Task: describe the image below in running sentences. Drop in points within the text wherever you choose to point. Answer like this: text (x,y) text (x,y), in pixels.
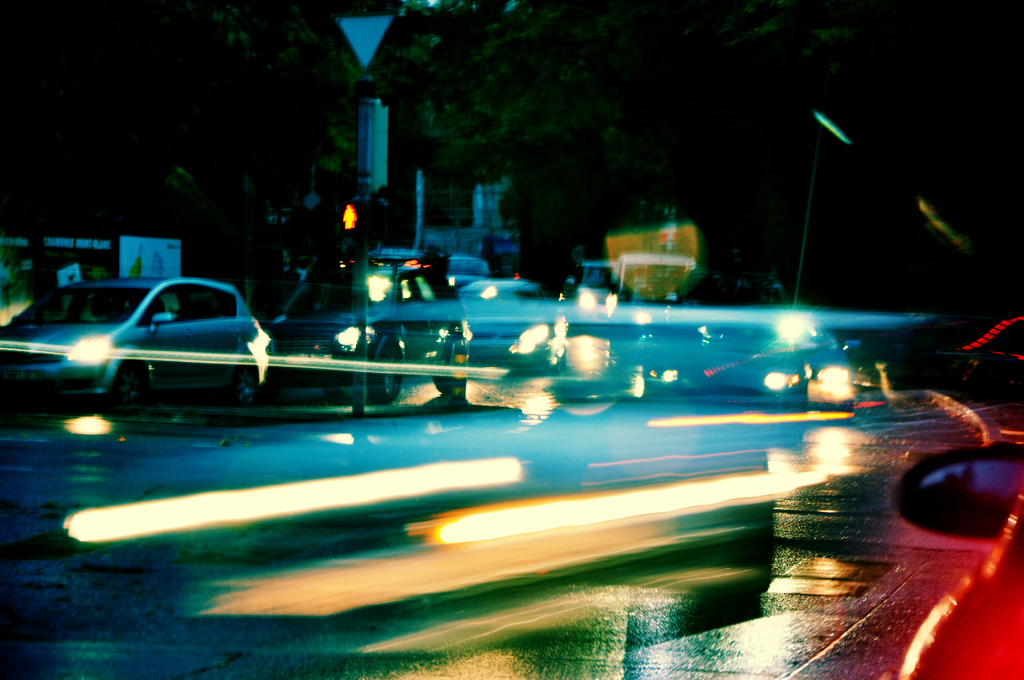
In this picture we can see vehicles (668,385) on the road (877,504), poles (420,227), traffic signal (348,212) and boards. In the background of the image (620,108) we can see trees (553,135) and objects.
